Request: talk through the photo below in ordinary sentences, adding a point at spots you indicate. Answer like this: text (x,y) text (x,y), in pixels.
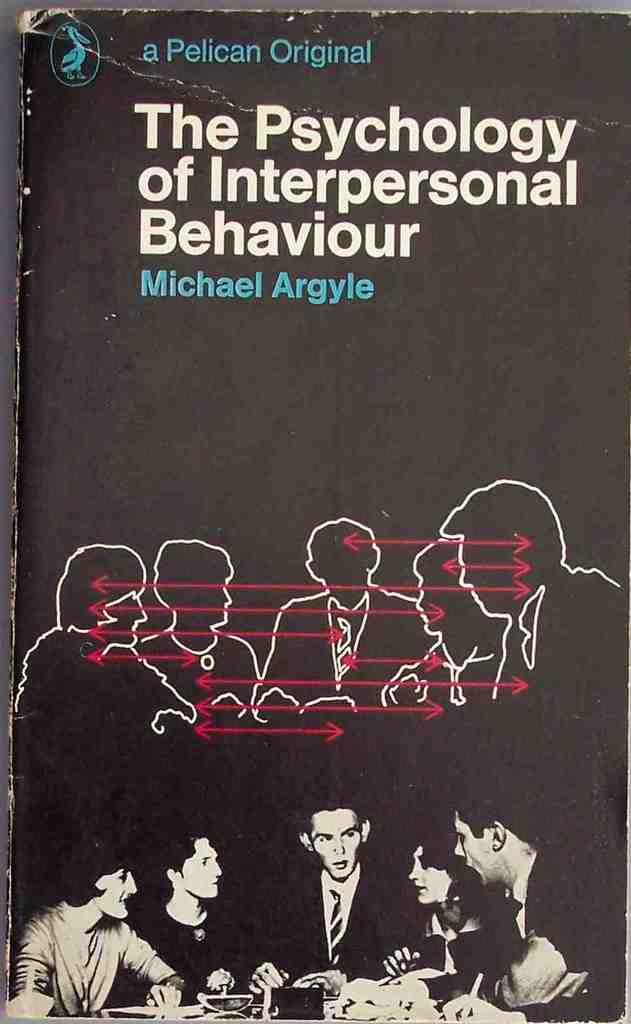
In this image we can see the top view of the book (525,346) and on the book (341,23) we can see the white and blue color text (261,239) and also persons images (332,837) are visible.
